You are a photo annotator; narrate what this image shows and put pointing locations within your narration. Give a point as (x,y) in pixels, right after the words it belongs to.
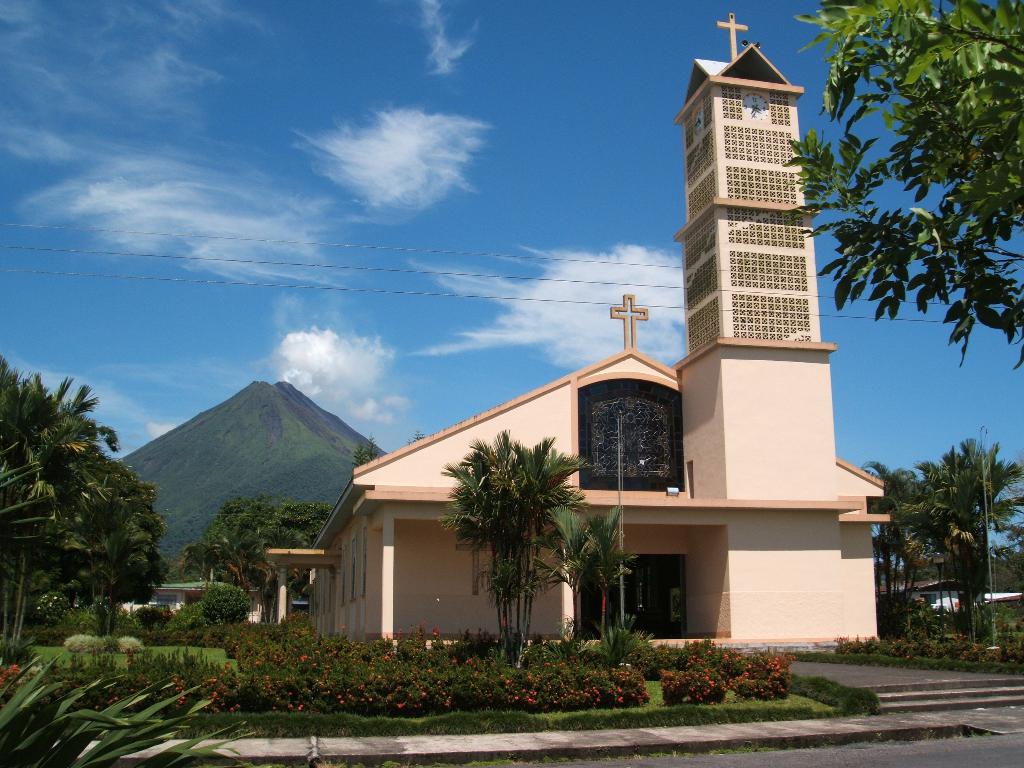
In this picture there is a building (803,397) in the foreground (658,440). At the back (962,468) there are buildings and trees (976,461) and there is a mountain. In the foreground (316,666) there are flowers (475,669) on the plants (710,666). At the top (512,132) there is sky (475,161) and there are clouds (668,319) and wires (644,265). At the bottom (924,752) there is a road (996,744).
